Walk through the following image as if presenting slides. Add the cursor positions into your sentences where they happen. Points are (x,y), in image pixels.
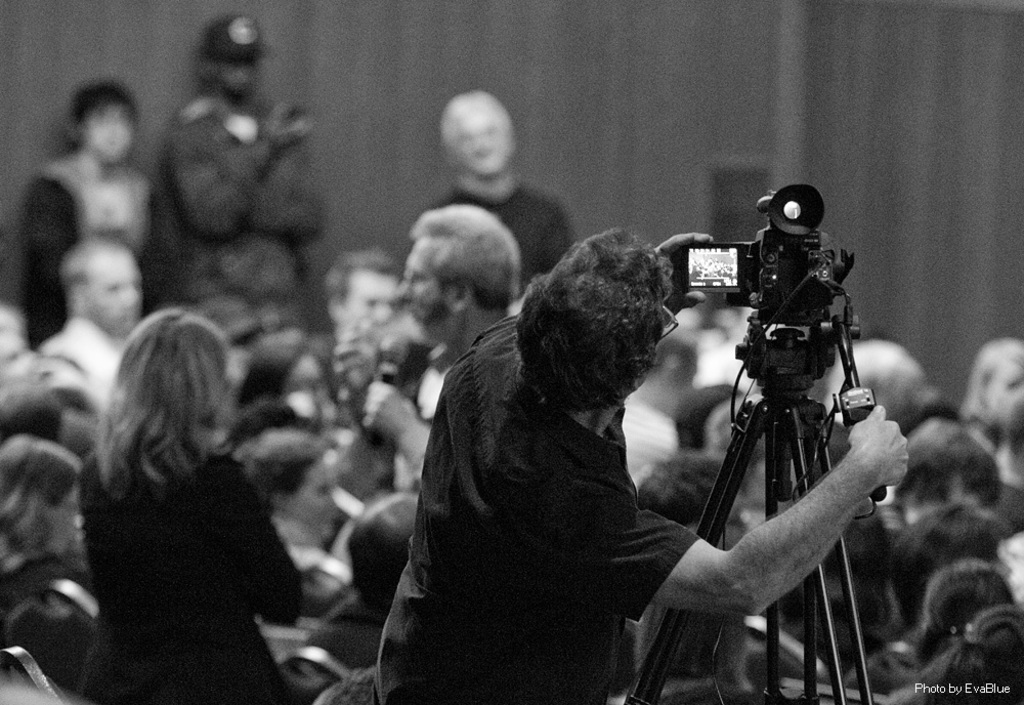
In this image we can see people (407,429) standing and some of them are sitting. On the right (791,287) there is a camera (794,299) placed on the stand (814,446). In the background (727,154) there is a wall (343,92).
